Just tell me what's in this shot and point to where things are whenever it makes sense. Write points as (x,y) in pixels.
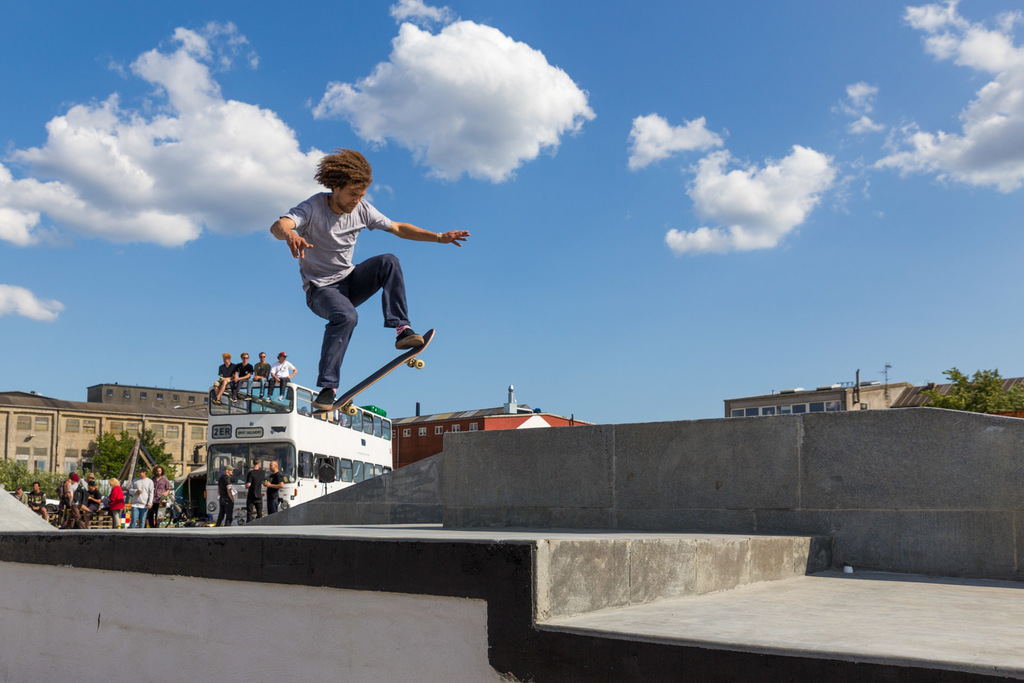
In this image we can see a person (353,280) on a skateboard (418,365). In the back (210,453) there is a bus (276,454). On the top of the bus (298,444) there are few people (254,371) sitting. Near to the bus (241,404) there are few people (138,493) standing. In the background (202,403) there are buildings (11,432) and trees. Also there is sky (527,73) with clouds (430,88).
